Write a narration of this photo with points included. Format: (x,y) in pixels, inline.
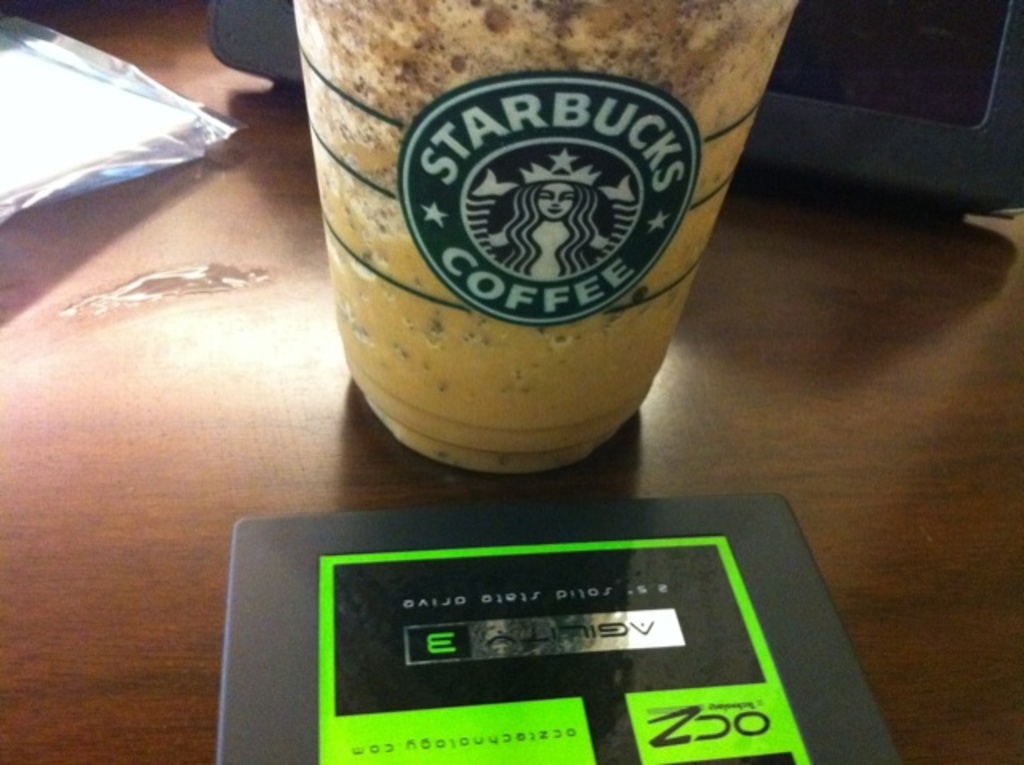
In this image i can see a cup (516,271) in which there is a name (472,288) of starbucks coffee and some other objects (307,616) on the table (275,484).
